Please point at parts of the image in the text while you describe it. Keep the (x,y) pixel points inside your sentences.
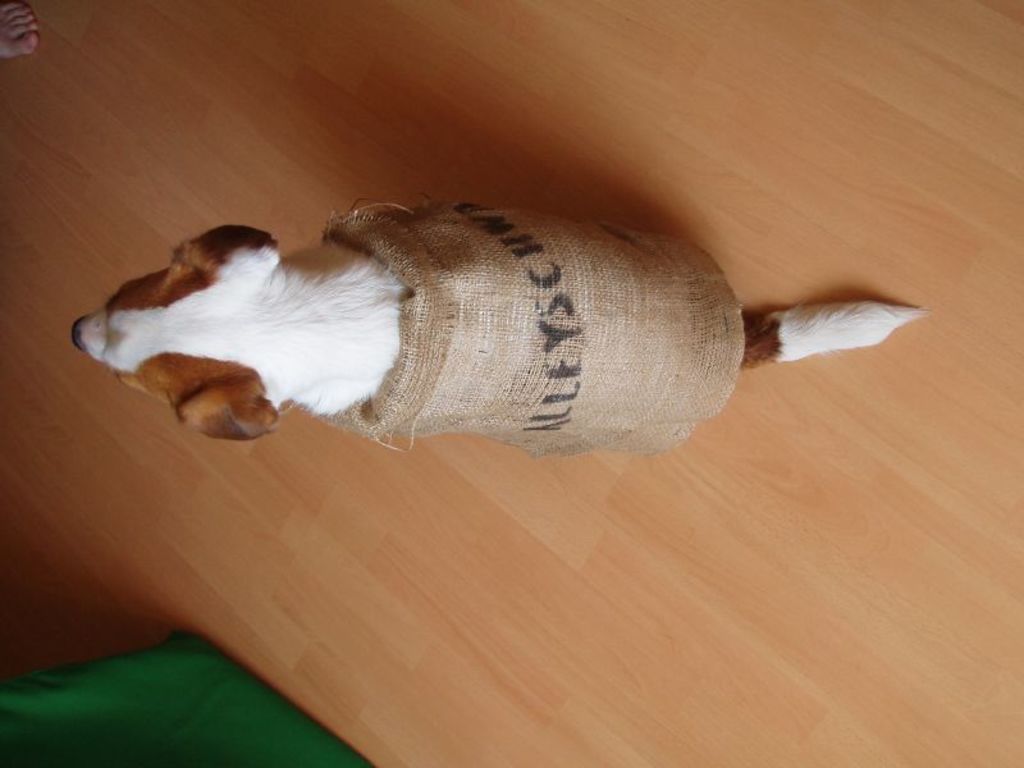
In the picture there is a dog (745,320) standing on the floor (165,66) and there is some cloth (342,234) wrapped around the dog (288,288) and there is some text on that cloth (426,352).
